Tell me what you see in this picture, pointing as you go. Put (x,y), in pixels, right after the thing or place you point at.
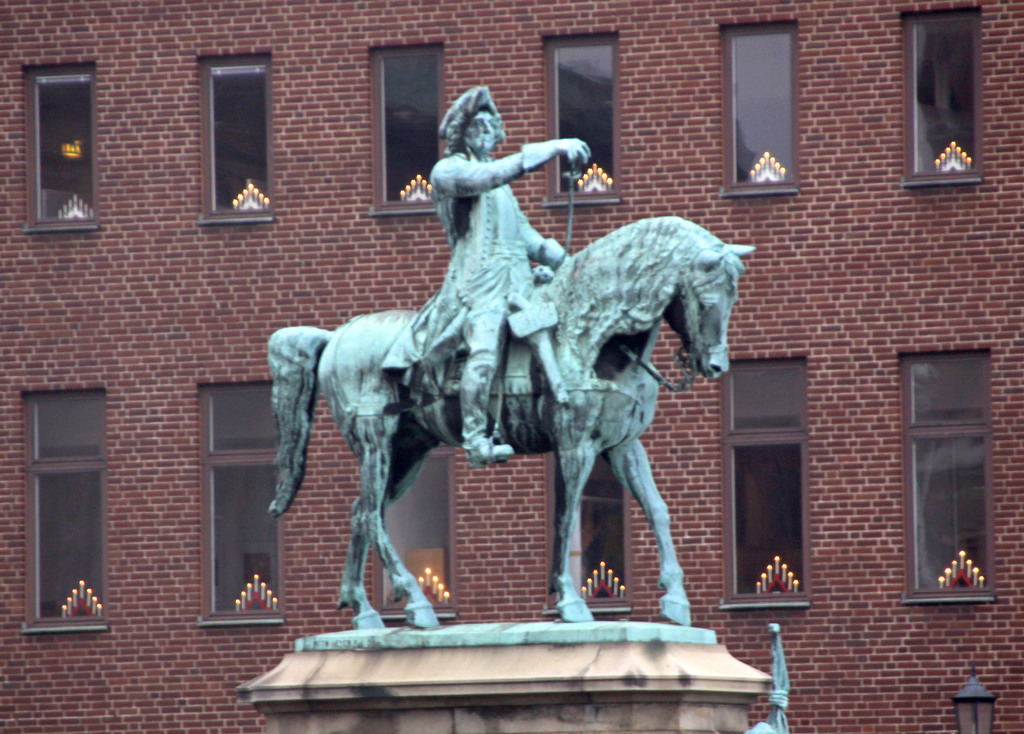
In this image there is a statue (531,413), in the background (276,27) there is a building (872,155) for that building (660,100) there are windows (250,59).
